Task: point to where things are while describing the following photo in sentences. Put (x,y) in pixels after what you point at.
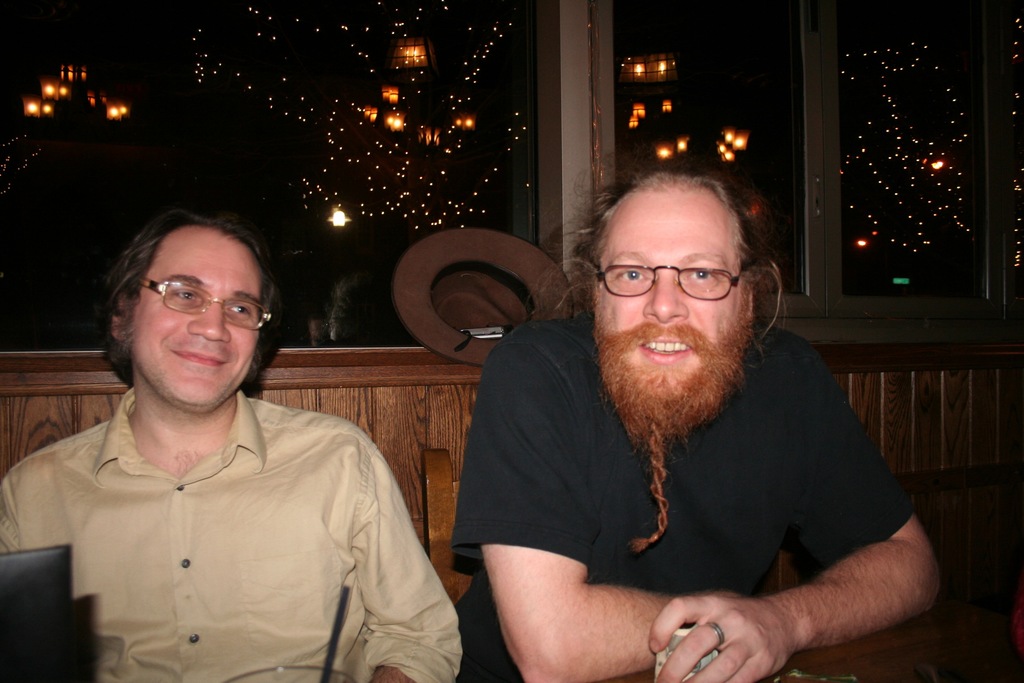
In this image we can see two persons (586,442) and behind the Persons (538,339) there is a wall (773,113) with a glass (356,126). On the glass (313,155) we can see the reflection (453,107) of the lights (486,45).
